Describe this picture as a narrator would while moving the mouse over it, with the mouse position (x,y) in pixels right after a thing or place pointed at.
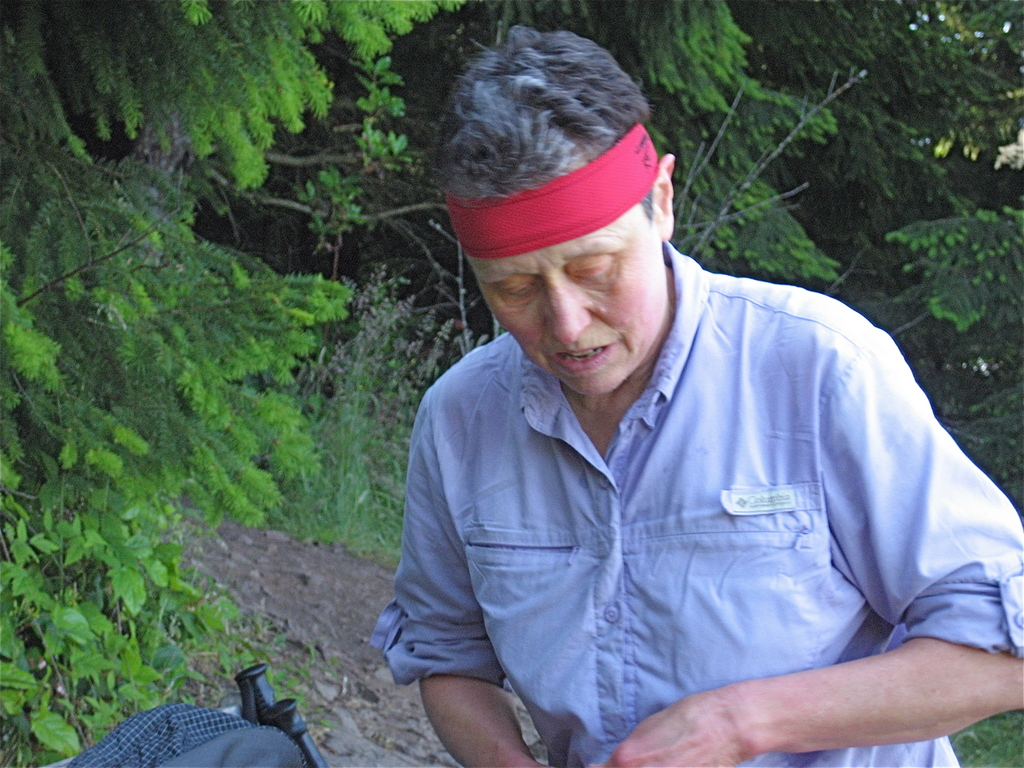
In the center of the image (523,450) we can see a person (590,593) standing. In the background (323,235) there are trees (722,61).
